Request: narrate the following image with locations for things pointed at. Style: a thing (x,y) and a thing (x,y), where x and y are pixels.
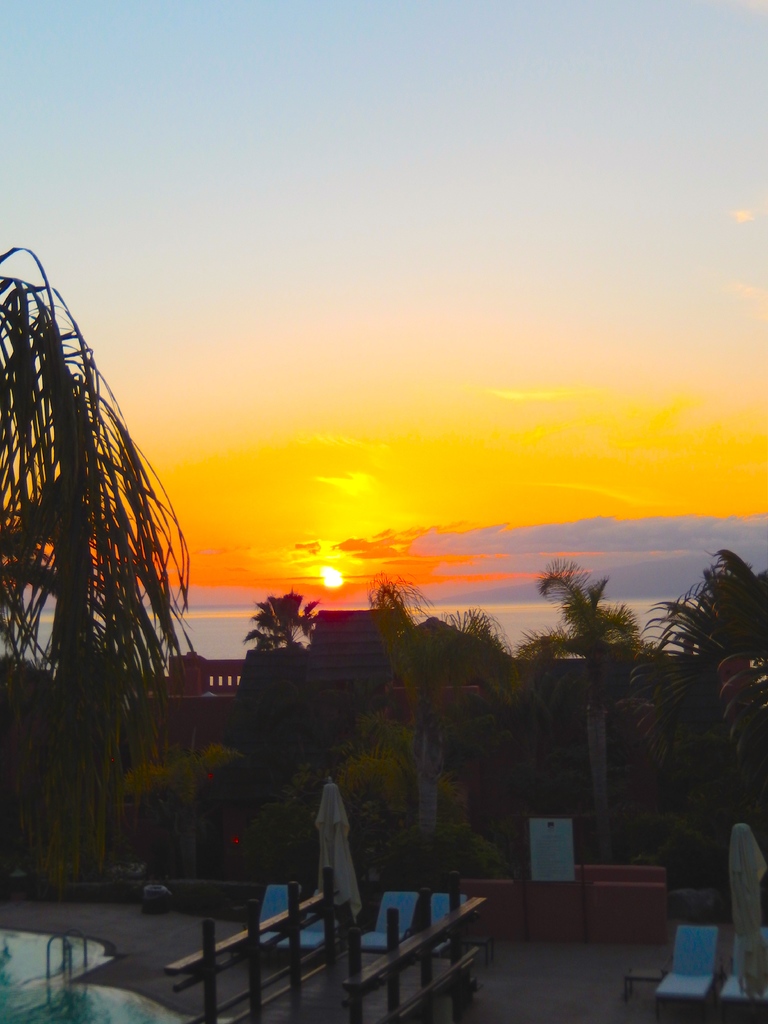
In this image, we can see the sun (336,575) in the sky (317,266). There are some trees (436,712) in the middle of the image (475,620). There is a pool (76,1008) in the bottom left of the image (11,964). There is a bridge (358,977) and some chairs (272,893) at the bottom of the image (448,896).
